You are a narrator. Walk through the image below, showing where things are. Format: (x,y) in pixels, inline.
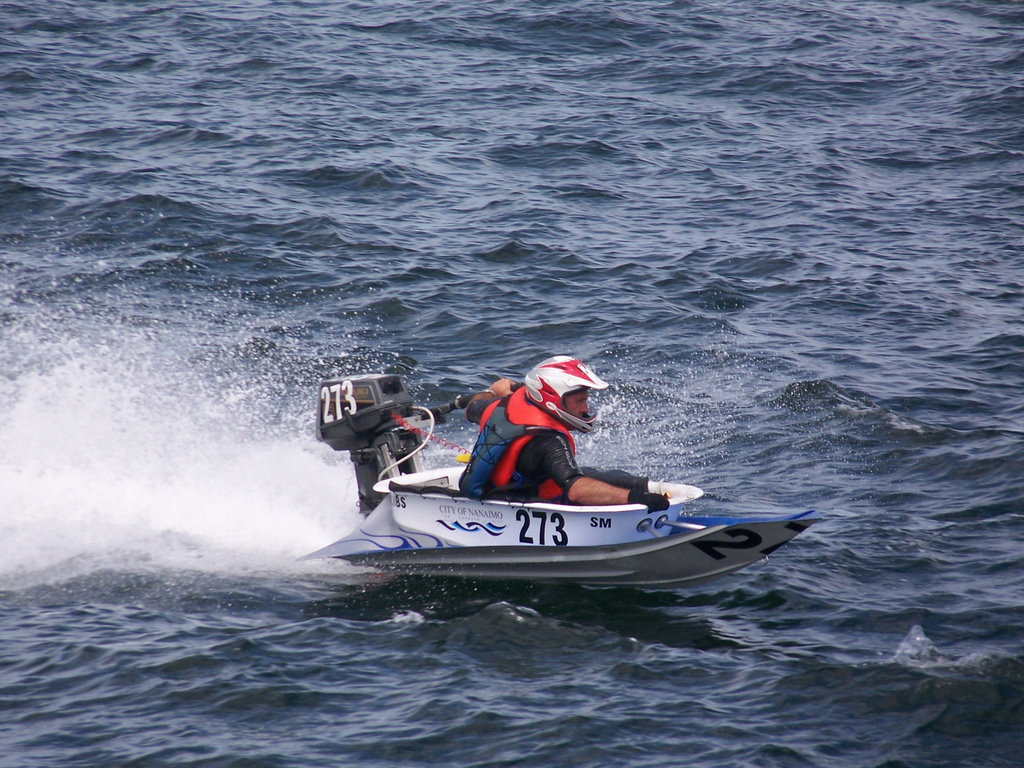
In this image I can see the person (505,446) with the speed boat (485,504). I can see the person (508,482) wearing the dress (536,480) and helmet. The boat (525,573) is on the water (508,653).
